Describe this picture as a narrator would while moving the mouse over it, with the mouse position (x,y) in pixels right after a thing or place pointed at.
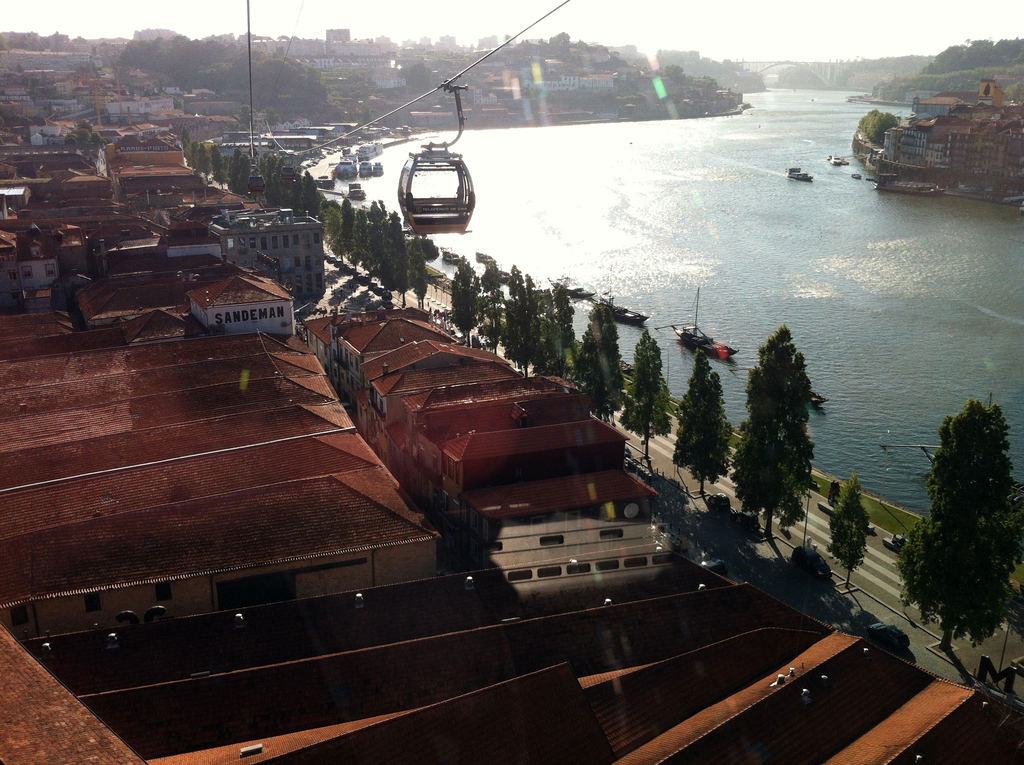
In the center of the image (370,431) we can see the sky (745,55), trees (654,87), water (712,180), boats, buildings (438,421) and a few other objects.
